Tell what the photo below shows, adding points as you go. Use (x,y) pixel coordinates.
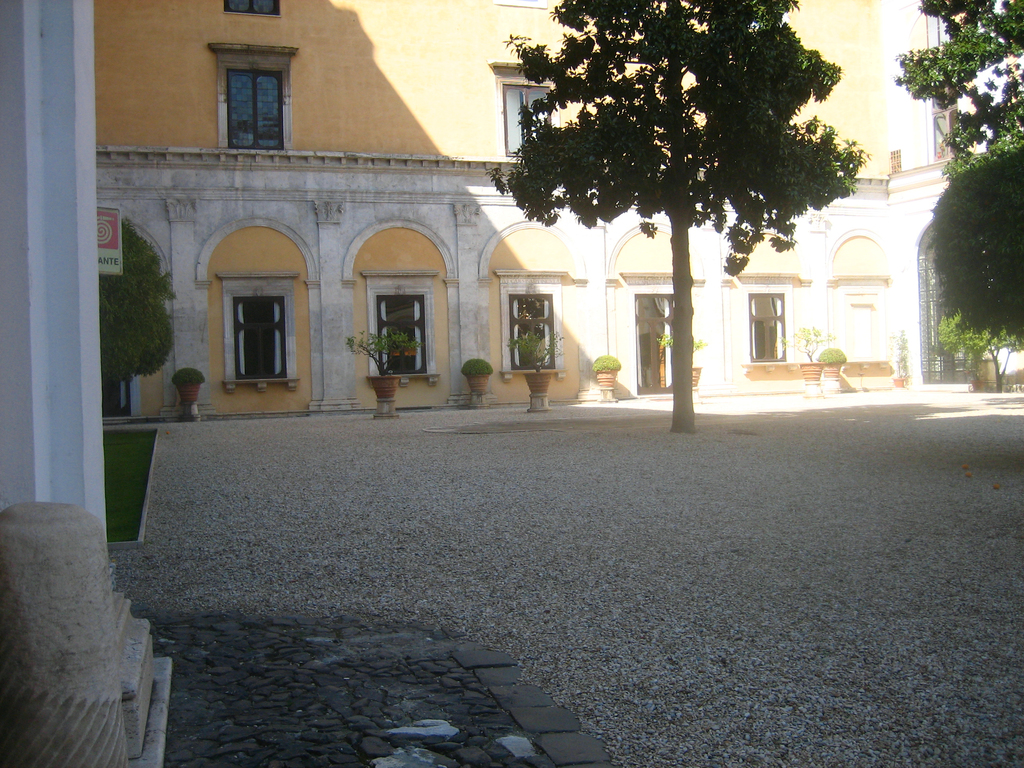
In this picture I can see buildings (644,263), trees (974,354) and few plants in the pots (835,373) and I can see small stones (589,548) on the ground (803,554) and a board (112,226) with some text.
